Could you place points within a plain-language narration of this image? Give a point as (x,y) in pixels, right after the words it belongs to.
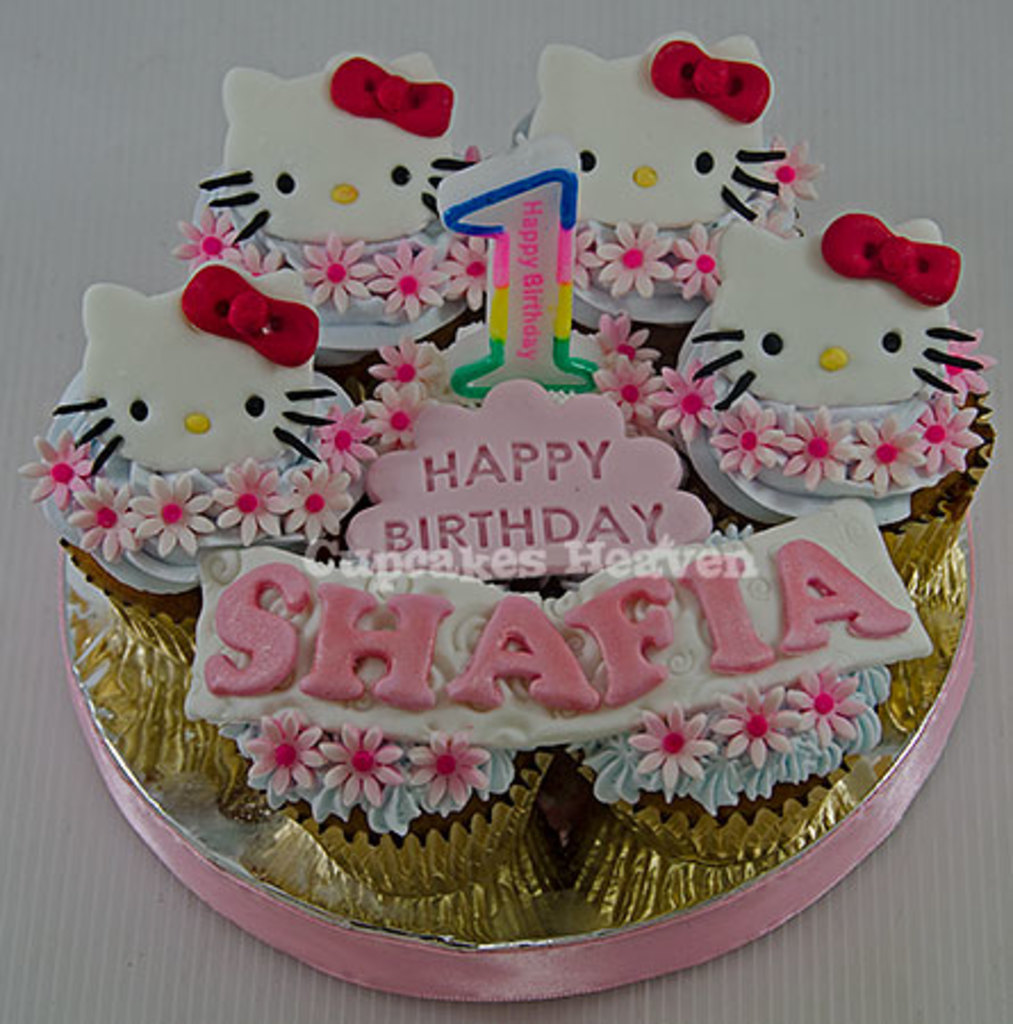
In this image, I can see a birthday cake (650,409) with a candle (542,345), which is placed on an object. At the center of the image (658,545), I can see the watermark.
